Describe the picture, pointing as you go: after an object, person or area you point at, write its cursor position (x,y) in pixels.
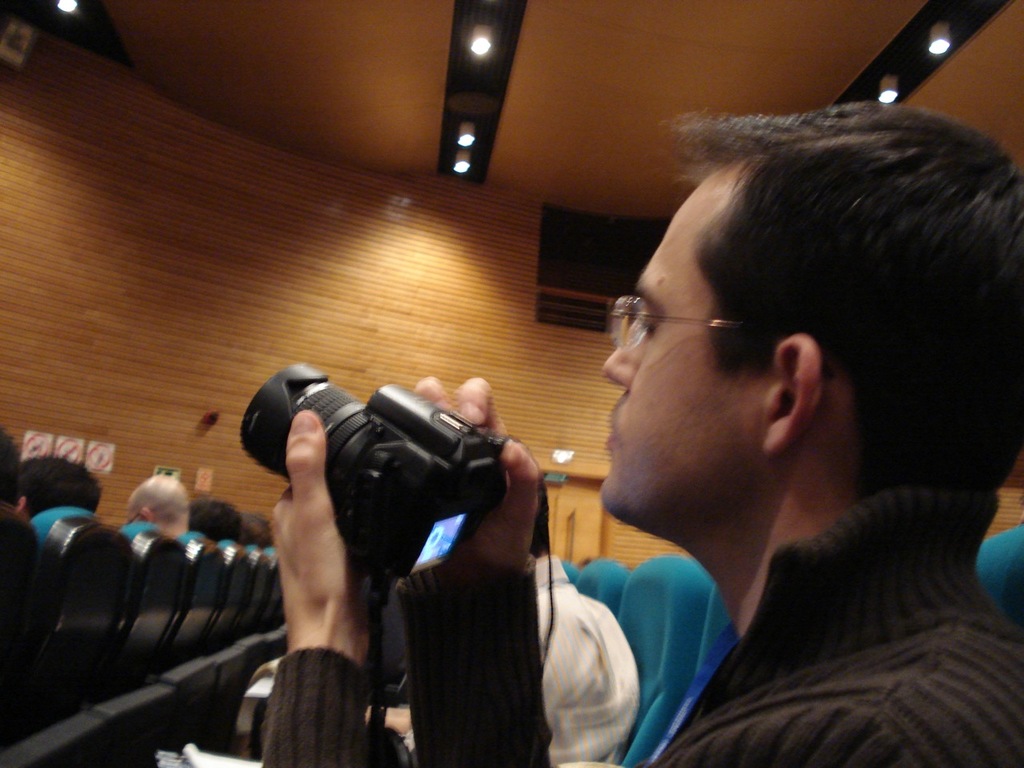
This picture shows a man (529,551) sitting on the chair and holding a camera (285,371) in his hand (448,407) and we see few people (56,477) seated in the chairs (229,584).
